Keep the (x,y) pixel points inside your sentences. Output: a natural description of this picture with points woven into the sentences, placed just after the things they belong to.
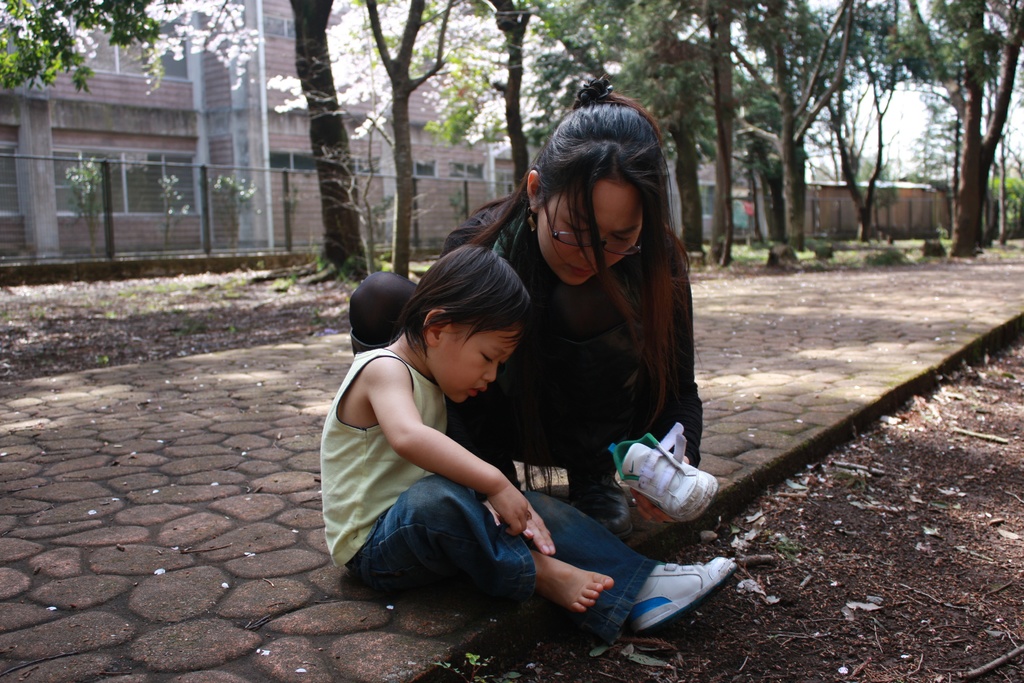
In the image we can see a woman (593,351) and a child (434,431) wearing clothes (435,496) and the woman (575,276) is wearing spectacles (618,243). Here we can see footpath (871,368), trees (752,173), grass (240,283) and a fence (150,222). We can even see building (184,110), pole (266,148) and the windows (134,171) of the building (250,148).
